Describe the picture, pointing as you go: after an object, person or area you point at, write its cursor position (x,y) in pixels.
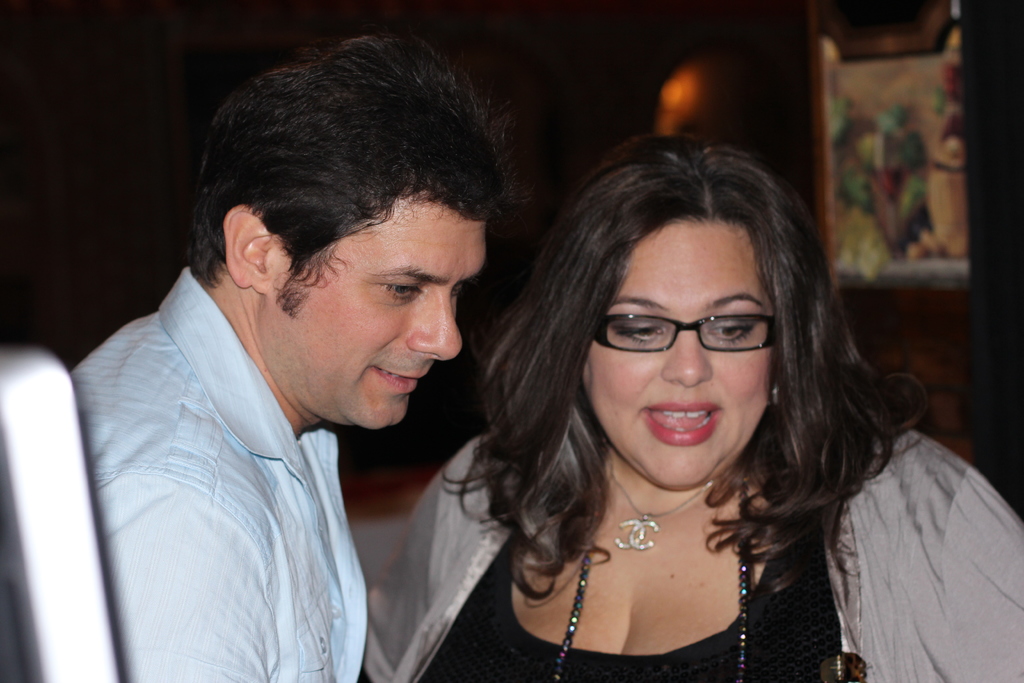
On the right side (840,551), there is a woman (671,438) in black color t-shirt (547,641), wearing a spectacle (772,339) and speaking. Beside her, there is a person (311,379) in blue color shirt (328,468), smiling. In the background (873,53), there is a light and there is a photo frame (866,95). And the background (55,117) is dark in color.
